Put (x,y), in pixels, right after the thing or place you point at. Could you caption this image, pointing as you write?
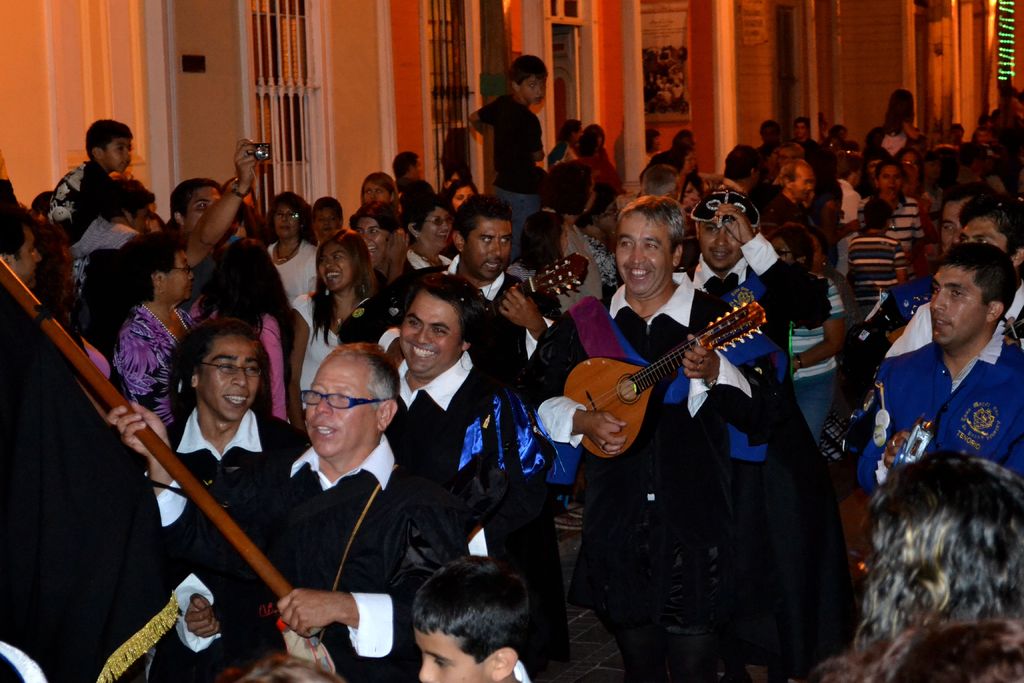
The person (640,439) wearing black coat (636,454) is playing guitar (665,374) and there are some other people (490,357) in front of him and there are group of people (603,202) standing in the background (891,237).
